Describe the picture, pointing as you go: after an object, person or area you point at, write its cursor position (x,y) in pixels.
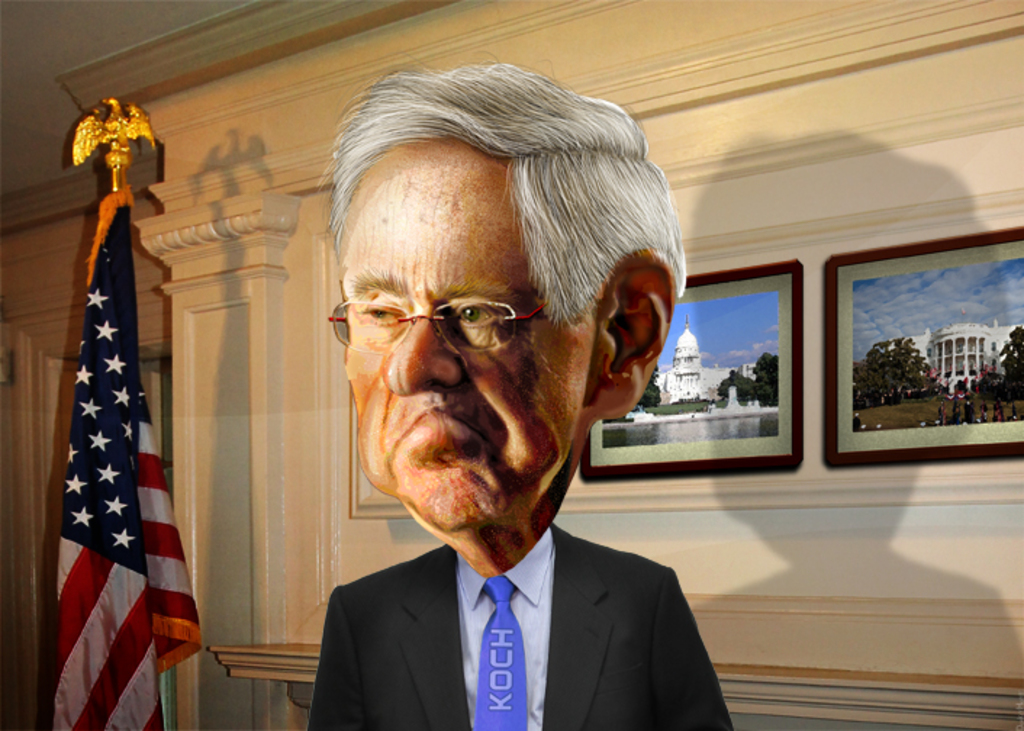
This is an edited image, in this image there is a man (411,720) standing, on the left side (132,507) there is a flag (108,576), in the background (595,60) there is a wall (980,692) for that wall (818,359) there are photo frames (778,365).
